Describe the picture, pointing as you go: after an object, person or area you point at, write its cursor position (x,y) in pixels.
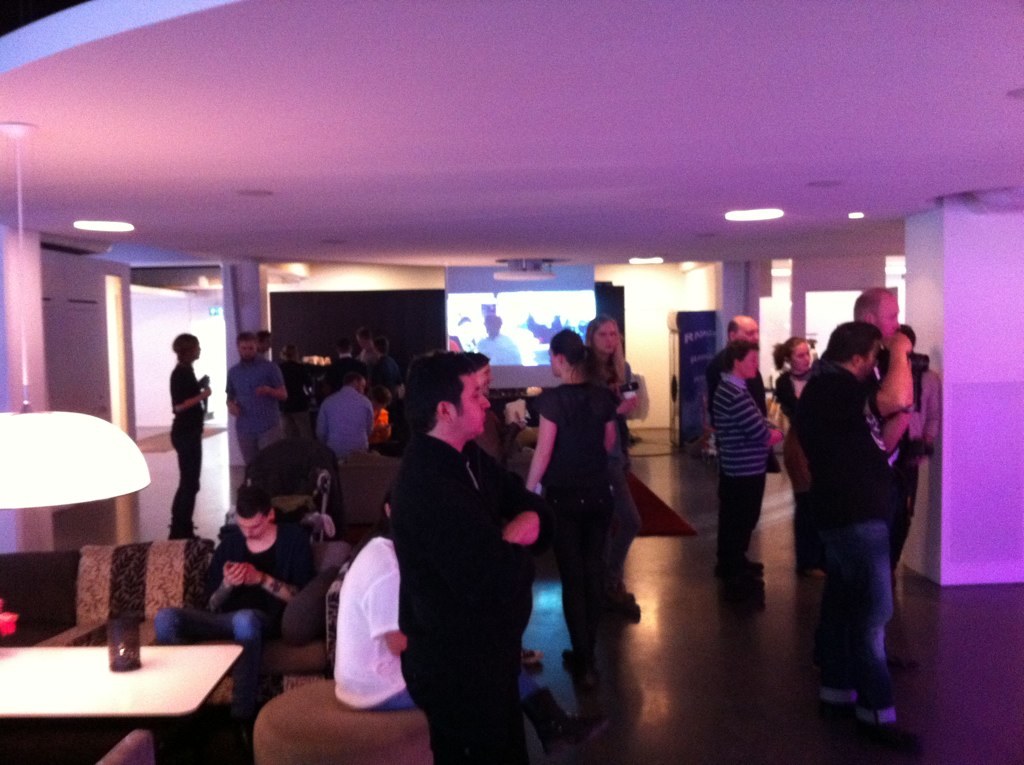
In this image I can see a group of people (464,505) among them few are sitting on a sofa (80,557) and few are standing on the floor (702,462). I can also see there is a projector screen (532,379) and white color table (99,664).
